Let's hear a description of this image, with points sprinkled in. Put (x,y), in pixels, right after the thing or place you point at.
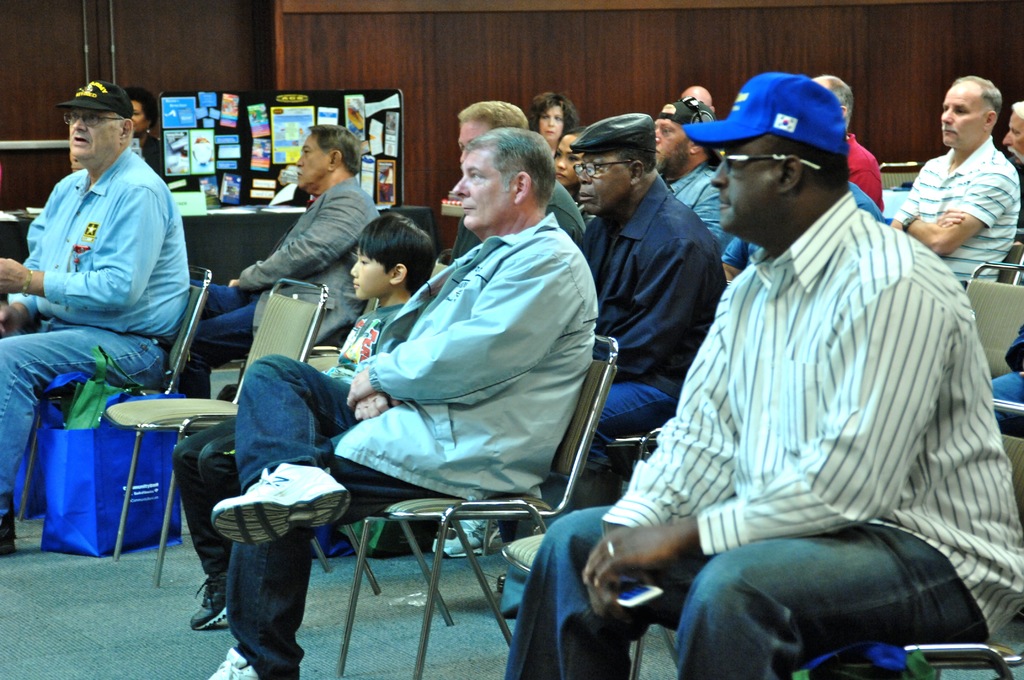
In the picture I can see people (519,359) sitting on chairs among them some are wearing caps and spectacles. In the background (233,72) I can see a wall (510,96) empty chairs (180,404), bags (155,498) and some other objects (255,255).
